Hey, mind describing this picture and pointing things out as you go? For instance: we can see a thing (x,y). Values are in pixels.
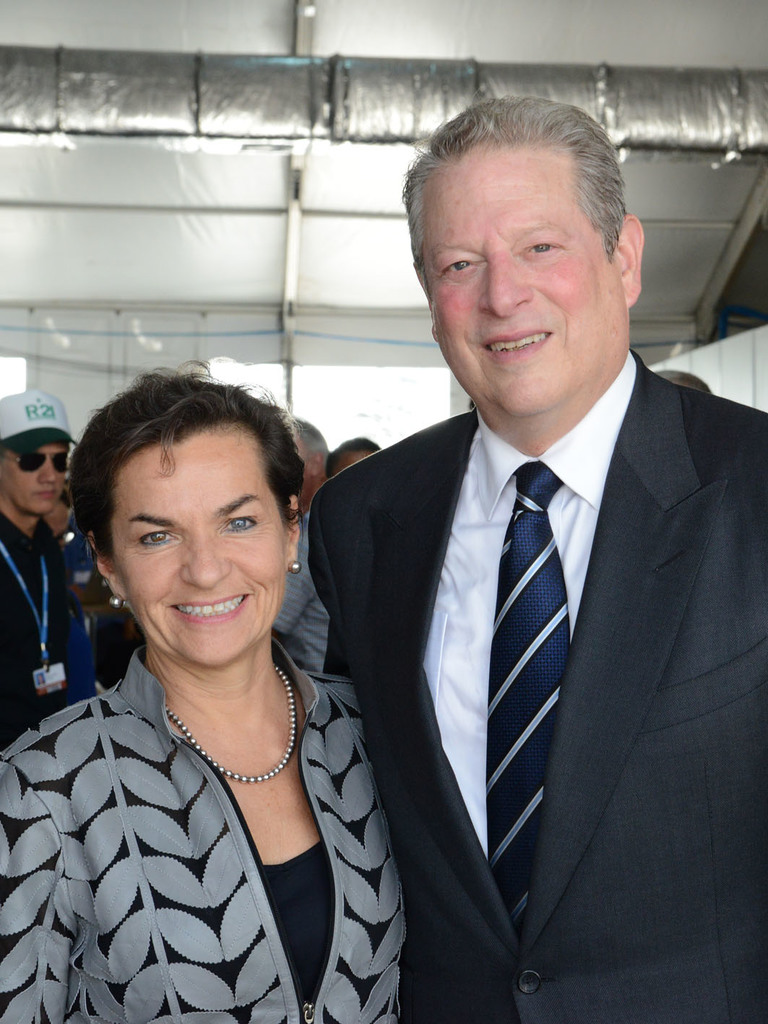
In the image there are two people (298,699) standing and posing for the photo they are smiling and behind them on the left side (22,503) there is a man (39,517) he is wearing goggles (33,455), hat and id card (50,685). In the background (301,372) there is a window (317,376).
